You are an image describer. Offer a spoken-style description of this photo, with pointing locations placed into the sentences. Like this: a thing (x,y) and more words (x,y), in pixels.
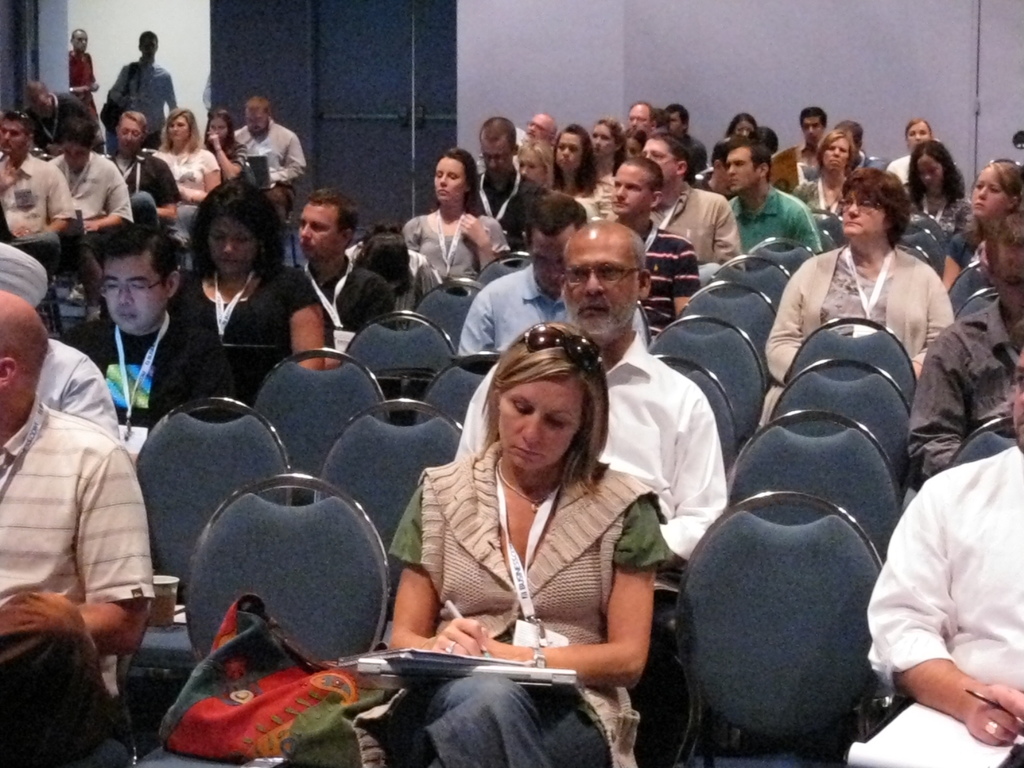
In this image I can see number of persons (354,286) are sitting on chairs (232,545) which are grey in color. I can see few of them (564,597) are holding pens (452,614) and books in their hands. In the background (143,95) I can see few persons (116,90) standing, the wall (869,73) and the door (339,52).
